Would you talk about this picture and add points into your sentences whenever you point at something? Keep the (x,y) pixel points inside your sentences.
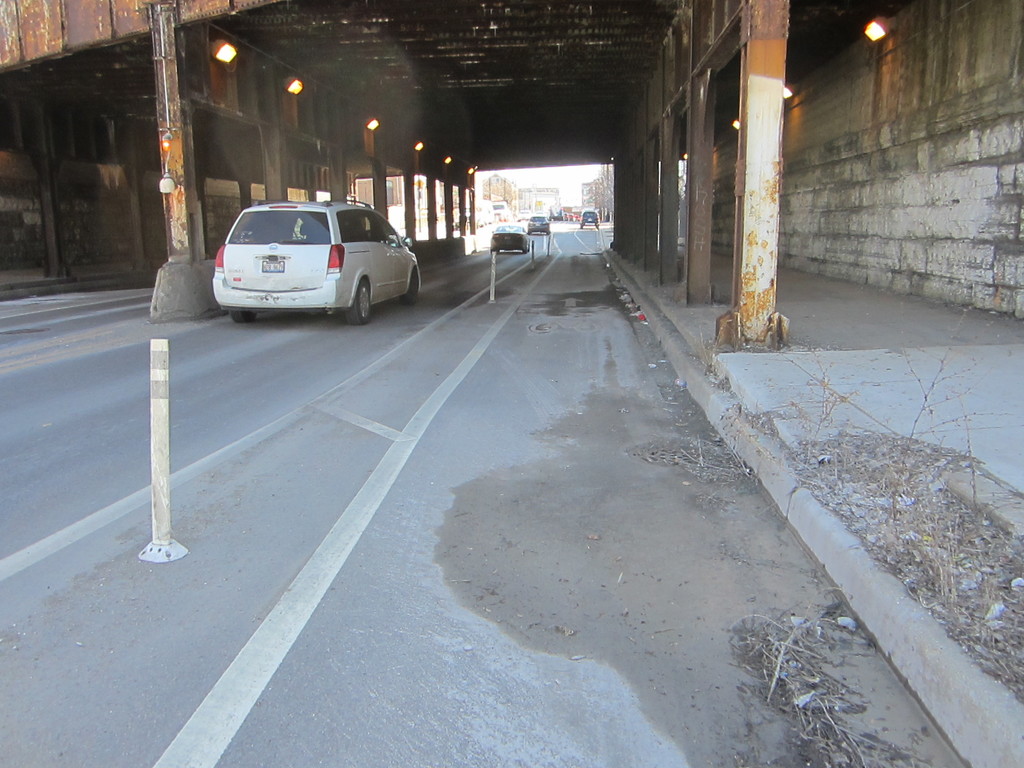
In this picture we can see few vehicles (350,246) on the road (315,402) and we can find few poles (166,544) on the road (399,373), and also we can see a metal bridge (185,112) over the road (404,302) and few lights (298,87), in the background (598,196) we can see few buildings (560,200) and trees (606,209).
